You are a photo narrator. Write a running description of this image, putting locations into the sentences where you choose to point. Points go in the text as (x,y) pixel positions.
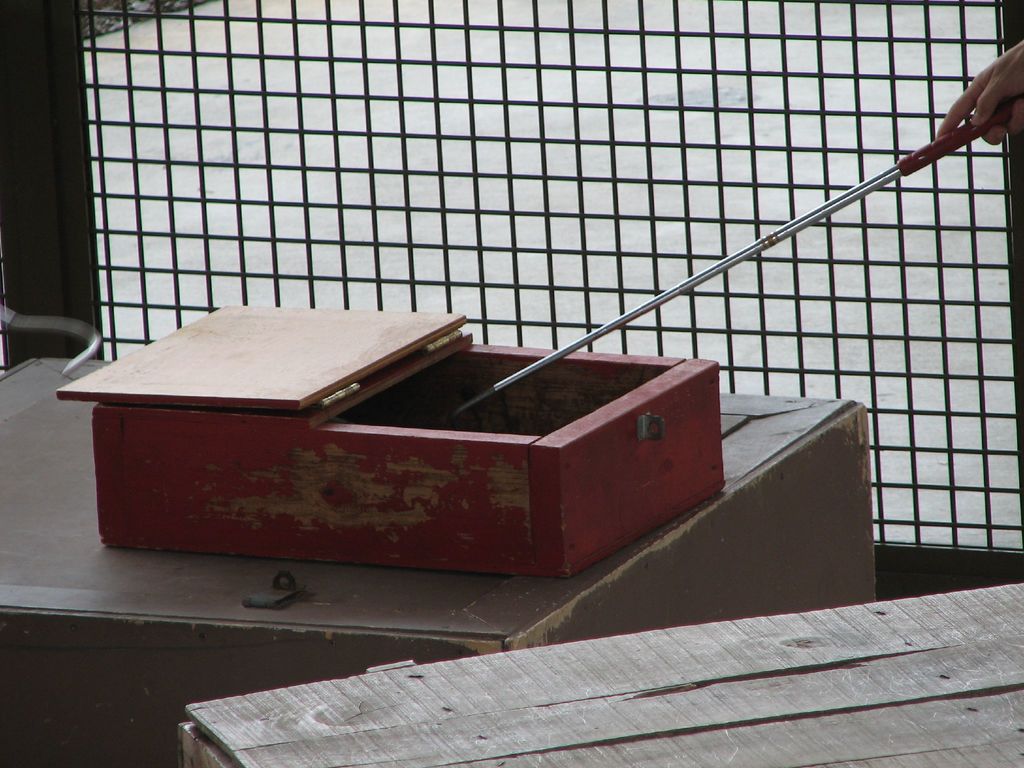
In this image here I can see a box (114,393) and hand (1018,65) of a person (981,122).
